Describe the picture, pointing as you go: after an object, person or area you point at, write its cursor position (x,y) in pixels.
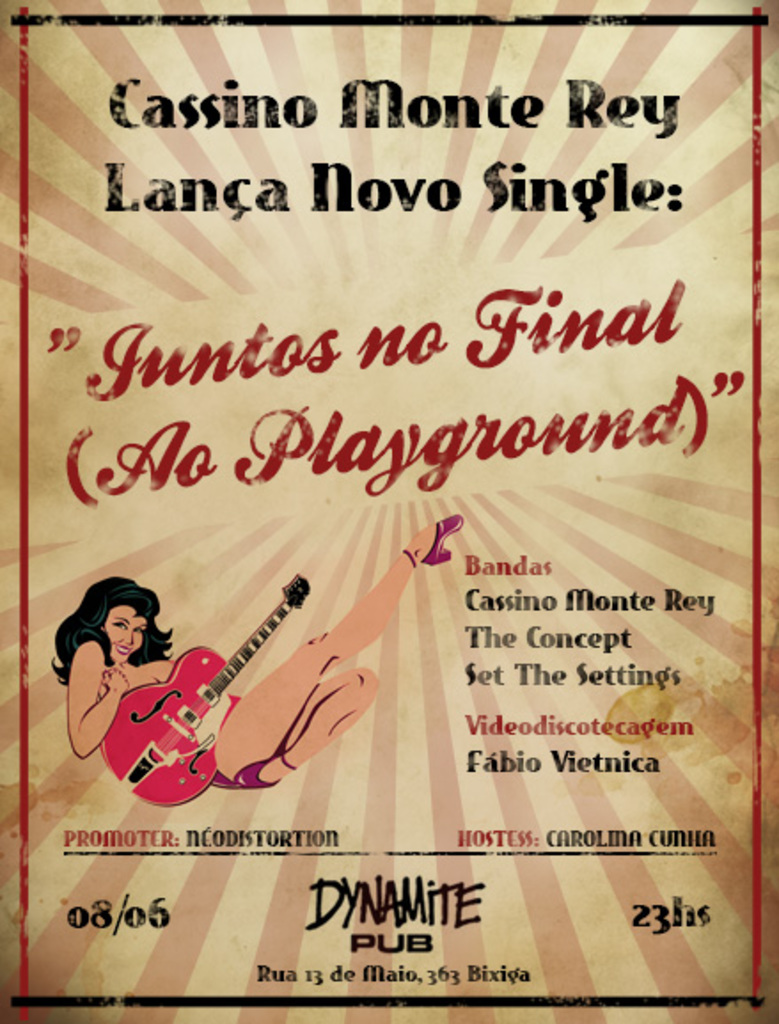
In this picture I can see a poster (575,435) and I can see text (564,441) and a cartoon image (262,717) of a woman (282,777) and a guitar (131,736).
